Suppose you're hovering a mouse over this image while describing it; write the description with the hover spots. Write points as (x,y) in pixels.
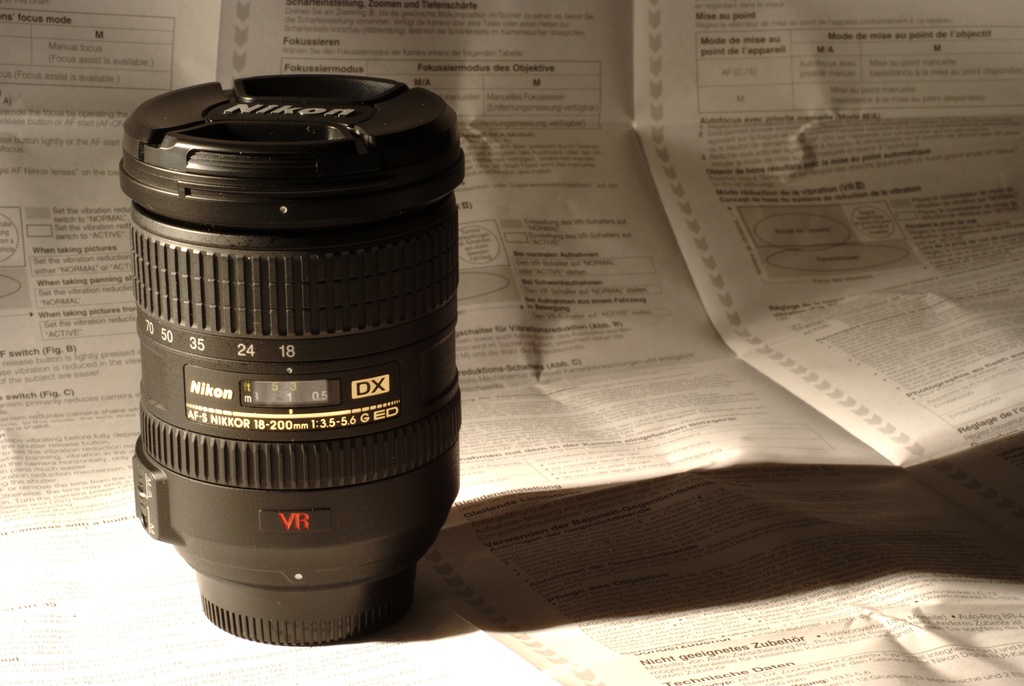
In this picture we can see a camera lens (267,400) on the paper (737,423).
